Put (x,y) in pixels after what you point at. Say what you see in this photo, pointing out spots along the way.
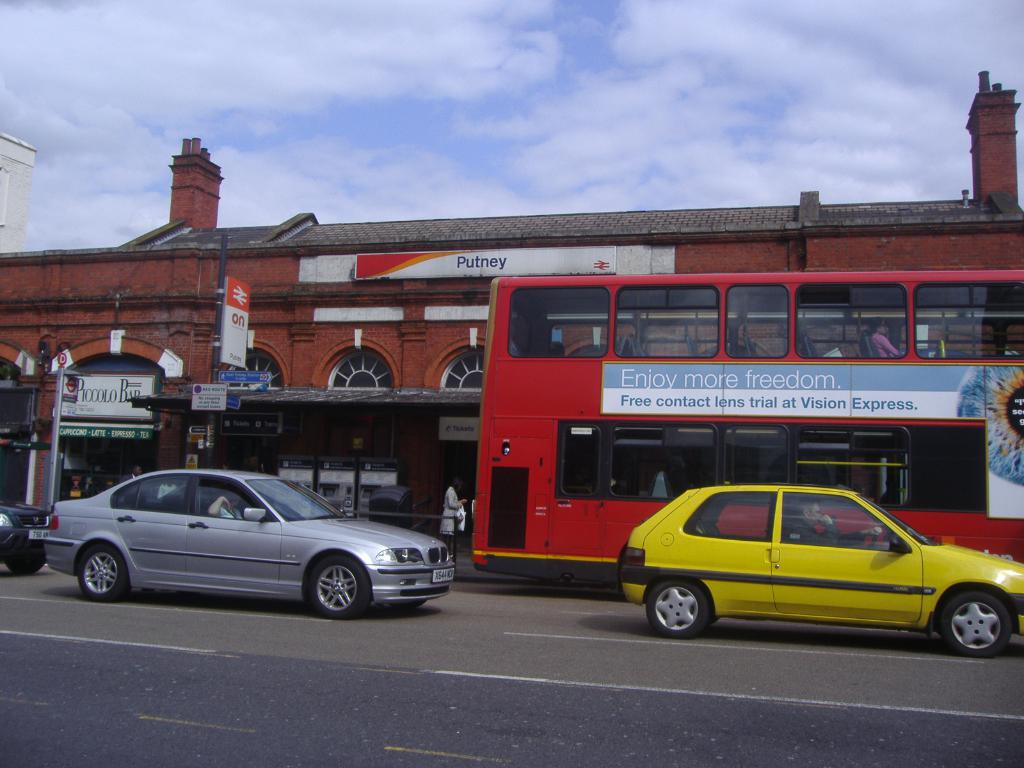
In this image few vehicles (384,569) are on the road (566,600). People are in the vehicles (681,612). Few people (450,489) are on the pavement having a fence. Boards (239,366) are attached to the pole (215,365). Few boards (86,398) are attached to the building (257,346). Top of the image (540,90) there is sky (573,167) with some clouds (573,167).
